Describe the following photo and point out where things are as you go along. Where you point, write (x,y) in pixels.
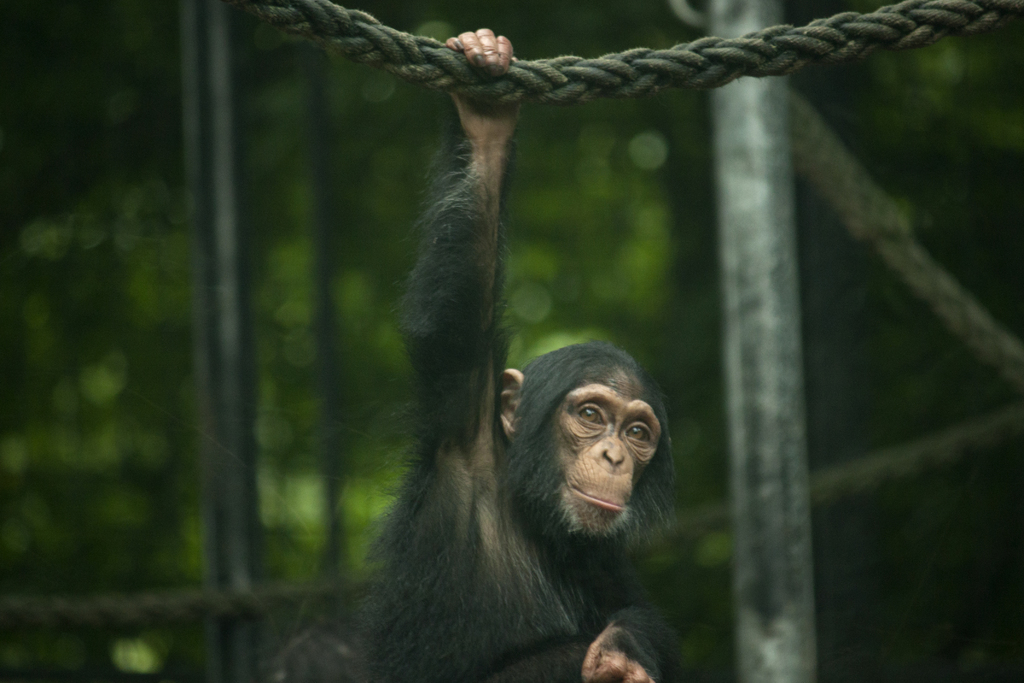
In this image we can see there is a monkey (502,399) hanging to a rope (535,92).
